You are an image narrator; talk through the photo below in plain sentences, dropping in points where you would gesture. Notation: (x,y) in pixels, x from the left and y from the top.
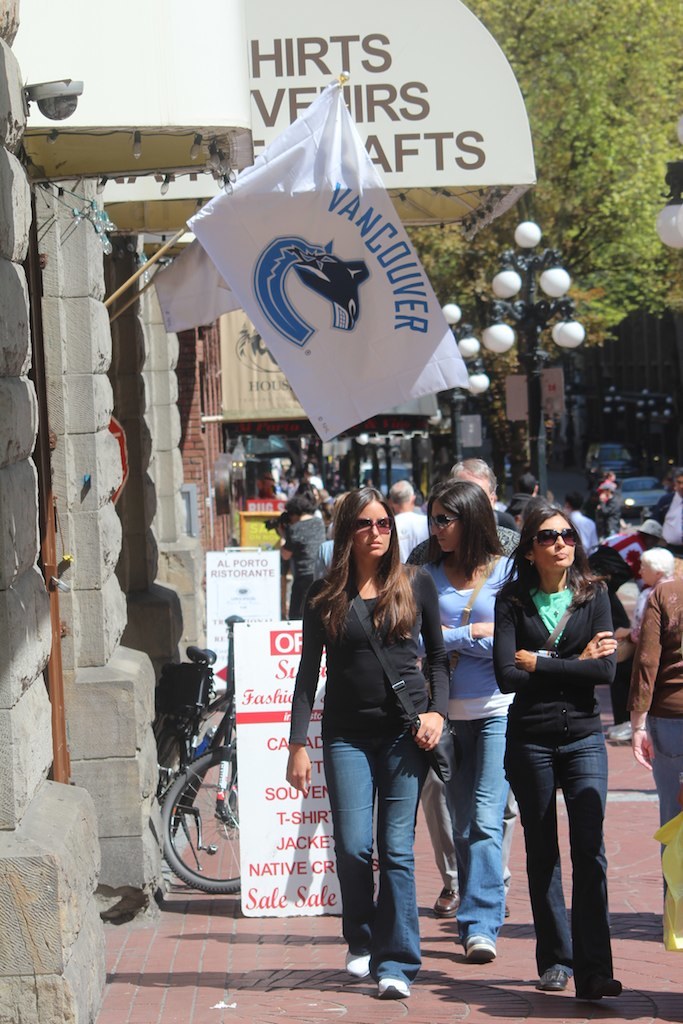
In this picture we can see some people (590,651) are walking, on the left side (76,146) there are boards (277,424), a flag (289,234), a building (80,424) and a bicycle (232,756), we can see some text (283,701) on these boards (268,606), in the background (625,107) there are poles (477,407), lights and a trees (625,93), we can see a car (636,510) on the right side (644,482).
